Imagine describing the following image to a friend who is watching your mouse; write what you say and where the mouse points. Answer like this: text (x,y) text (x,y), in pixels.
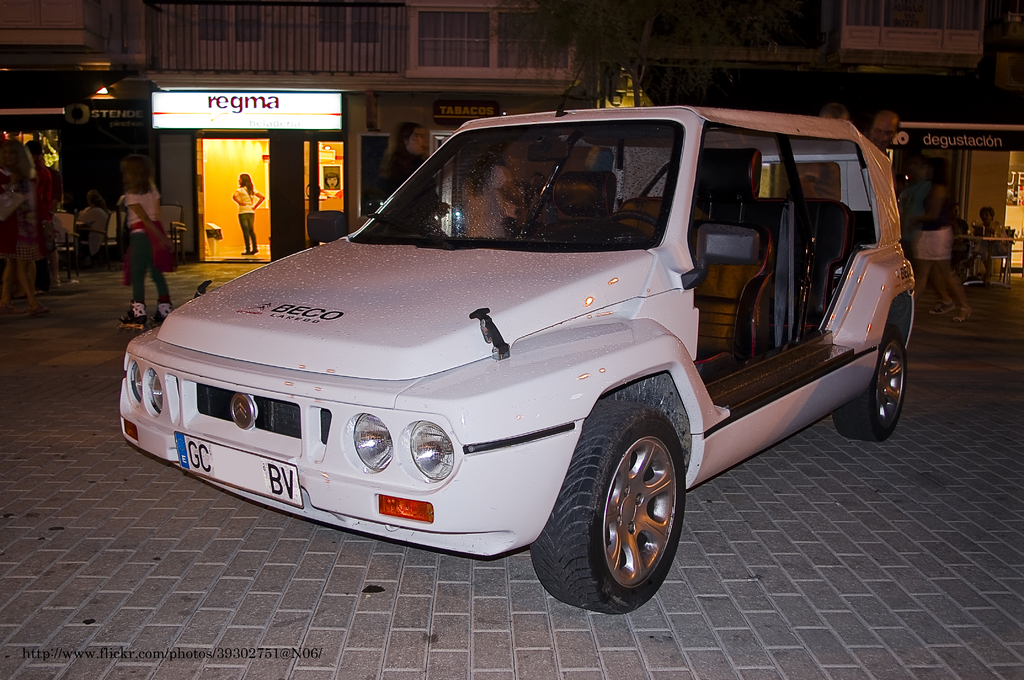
In this image I can see a white car (524,330) with headlights (431,453), wheels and a hood (470,344). There are few people (160,242) standing and sitting. At background (281,154) I can see a building (396,91) with a name board (288,102). This is a tree (629,40). Behind the car (872,209) I can see few persons (923,203) walking.
